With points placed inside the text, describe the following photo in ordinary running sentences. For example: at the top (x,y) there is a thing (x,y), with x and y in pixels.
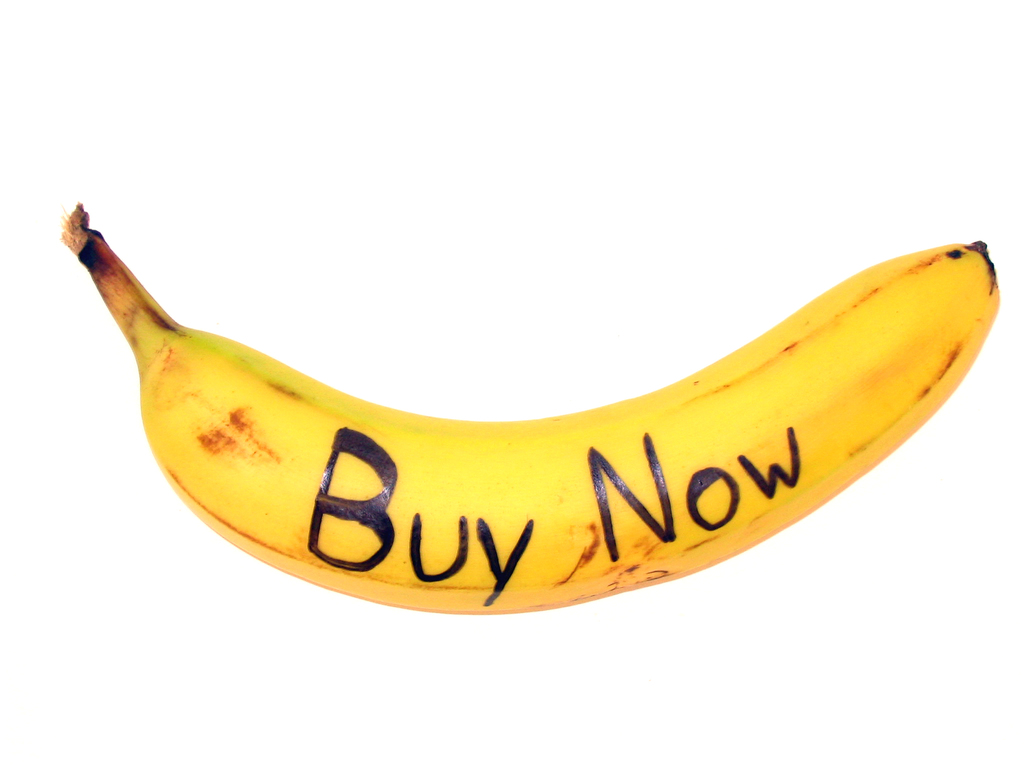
In the middle (539,506) I can see a banana (66,230). The background (985,586) is white in color.
